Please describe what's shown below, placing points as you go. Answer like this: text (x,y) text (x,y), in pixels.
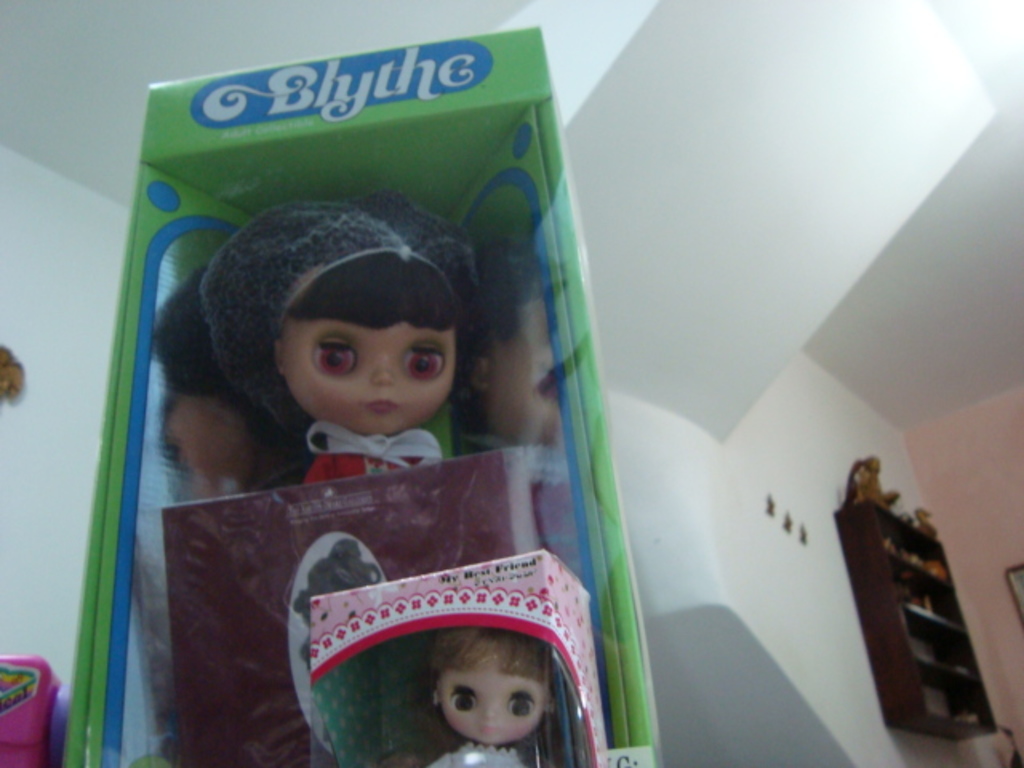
In this picture I can observe dolls (371,425) packed in the boxes (376,175). The box (436,124) is in green color. In the background (698,573) I can observe a wall (60,563). On the right side (898,629) I can observe a shelf (891,579).
